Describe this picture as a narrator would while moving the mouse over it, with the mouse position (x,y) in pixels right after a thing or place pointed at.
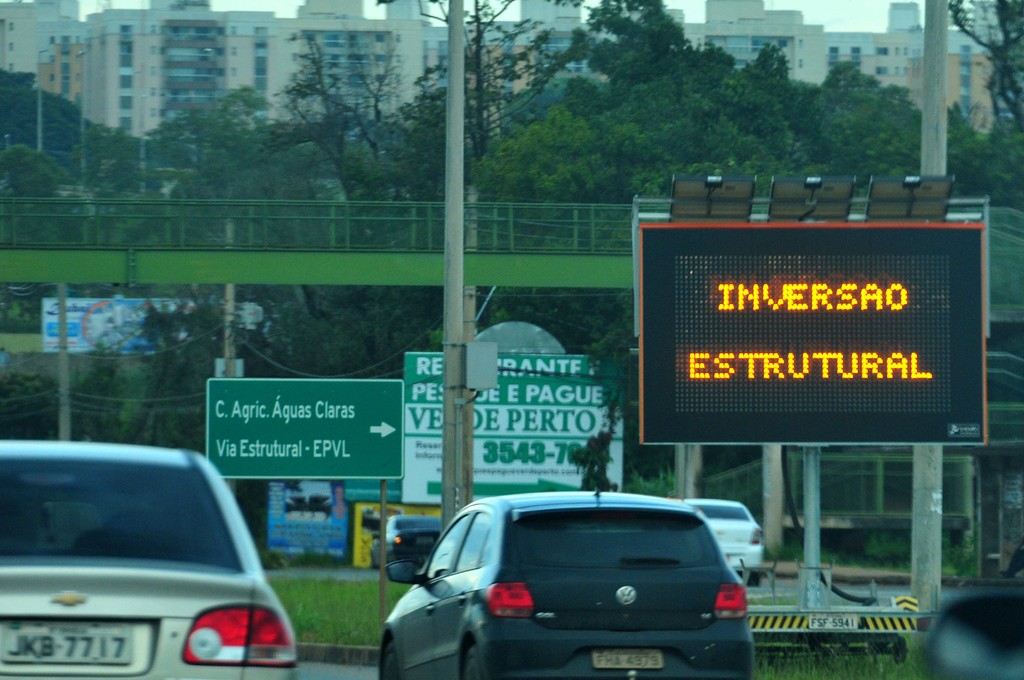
In this picture we can see some vehicles (621,626) on the roads (364,569). In front of the vehicles (510,553) there are boards (365,420), poles (934,24), grass (340,596) and a bridge (630,264). Behind the bridge (823,521), there are trees (266,162), buildings (762,37) and the sky (773,3).
